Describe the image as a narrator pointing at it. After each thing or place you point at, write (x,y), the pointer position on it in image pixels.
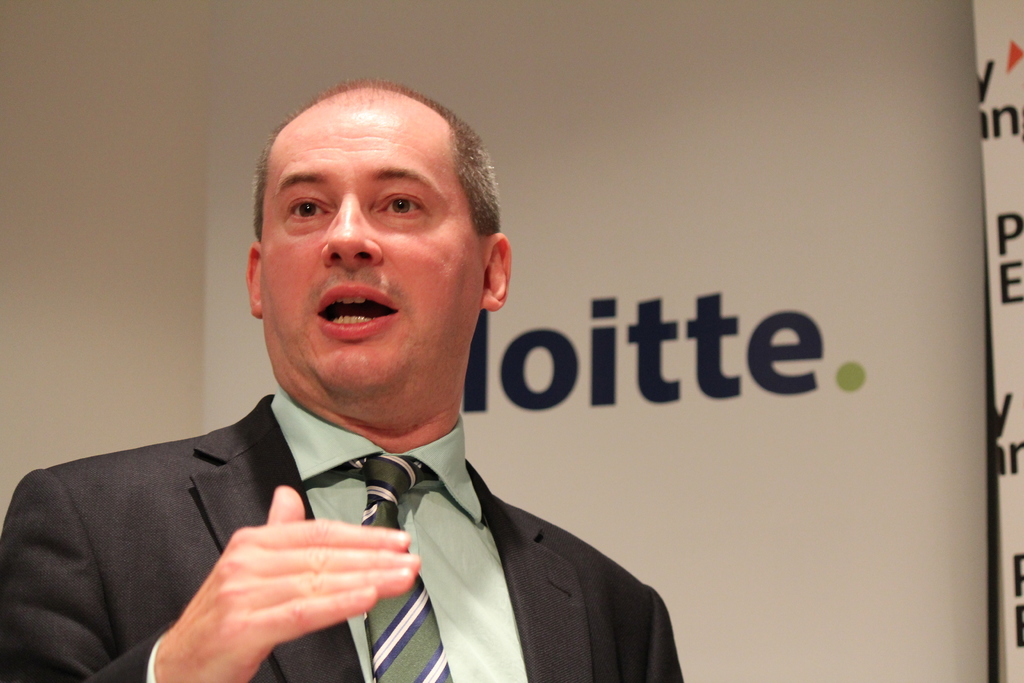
In this picture I can see there is a man (521,595) standing and he is wearing a suit (225,530), tie (387,510) and a shirt (443,487). There is a logo (663,327) on the banner (755,251) behind him and the man (395,576) is speaking.
